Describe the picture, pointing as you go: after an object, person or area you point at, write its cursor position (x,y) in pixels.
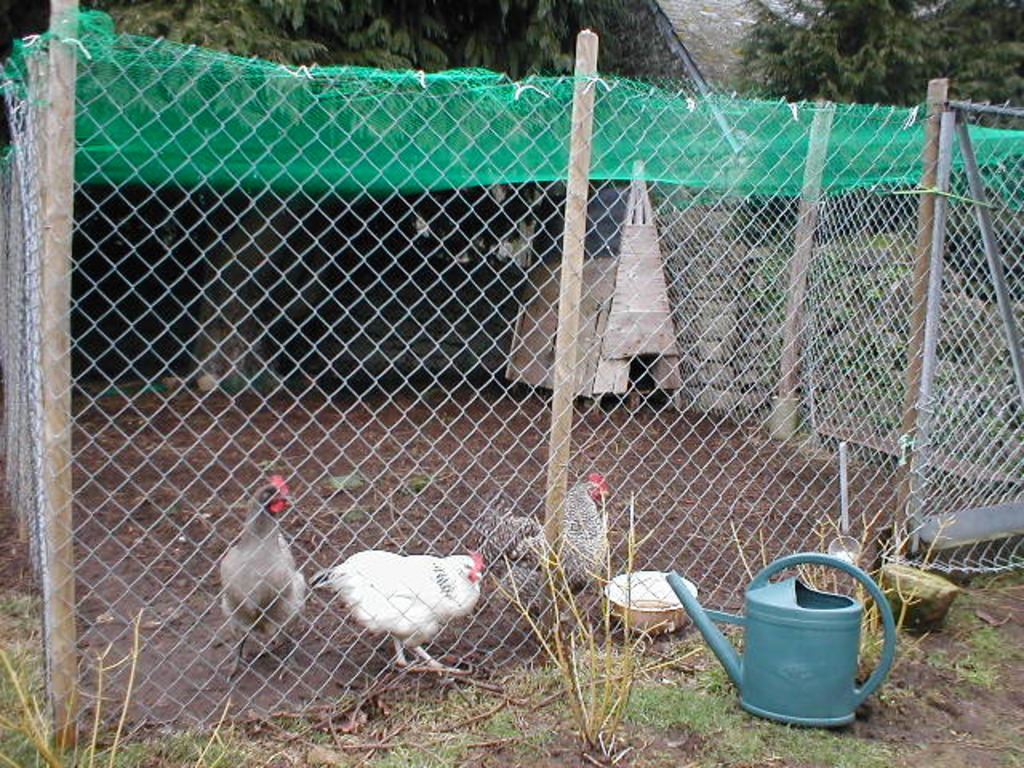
In this picture we can see three hen (365,611) on the ground (319,626). In front (449,616) we can see fencing grill (685,389) and green color water jug (762,705). On the top (403,96) we can see green shed (729,120) and some trees (876,35) on the back side (468,60).
